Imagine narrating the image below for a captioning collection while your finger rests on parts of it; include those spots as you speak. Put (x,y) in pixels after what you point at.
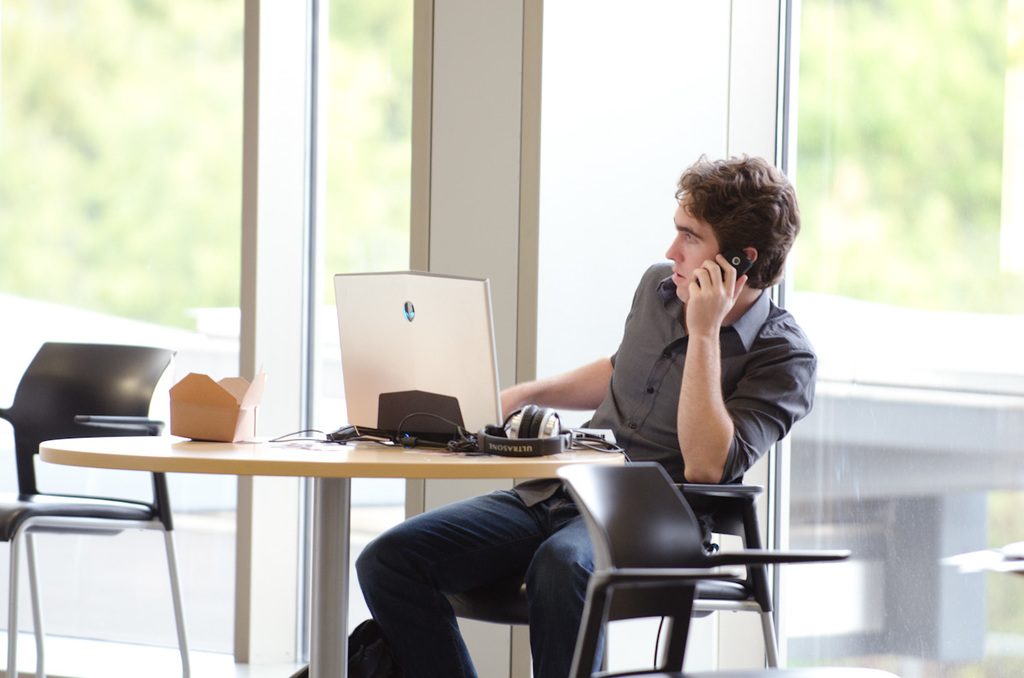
In this image we can see a person (754,360) sitting on the chair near table (514,463) is holding a mobile phone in his hands (722,292). There are headphones (489,438), laptop (476,421) on the table (497,471). In the background (868,84) we can see a glass window (897,98) through which trees (852,138) can be seen.
